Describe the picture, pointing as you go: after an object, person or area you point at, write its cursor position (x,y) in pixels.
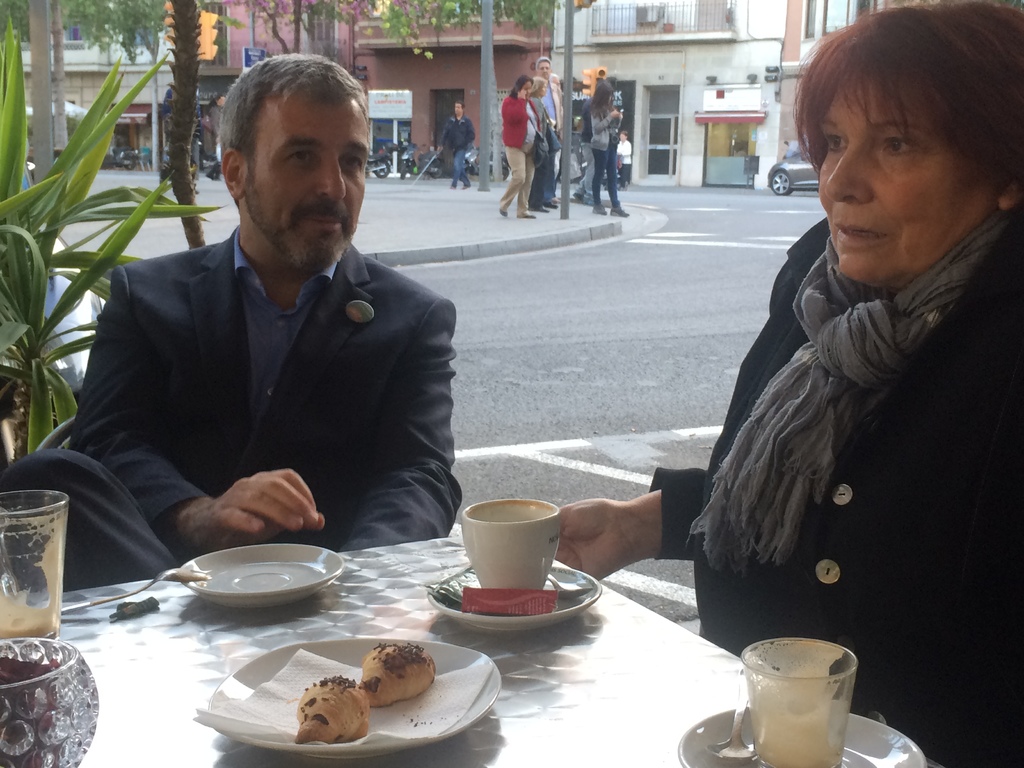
In this image I see a man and a woman (1020,722) who are sitting on chairs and there is a plant (8,33) over here, I can also see a table (80,613) in front of them on which there are glasses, a cup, few plates (478,691) on which there is food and spoons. In the background (469,320) I see the road (500,260), vehicles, few people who are on the path (488,237), poles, trees (540,8) and the buildings (810,41).
